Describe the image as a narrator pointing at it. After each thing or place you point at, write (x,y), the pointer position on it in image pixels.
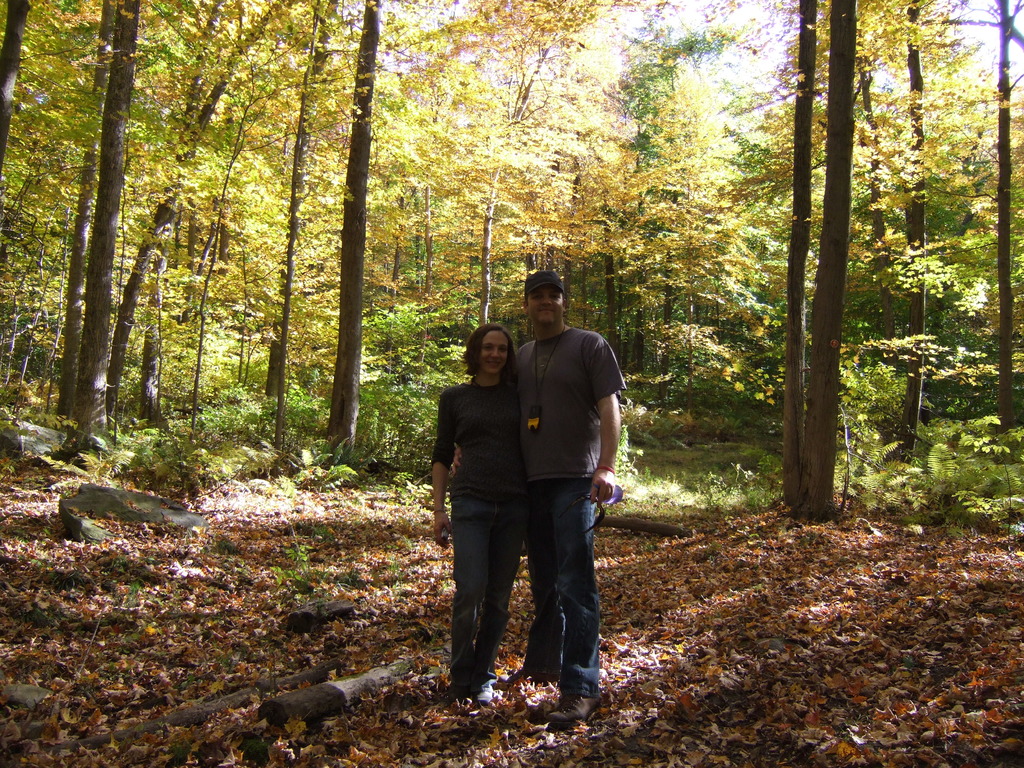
In this picture we can see a man (551,378) and a woman (470,538) standing on the ground (718,635) and smiling, wooden logs (381,681), stones (39,434) and in the background (205,248) we can see trees (444,265).
